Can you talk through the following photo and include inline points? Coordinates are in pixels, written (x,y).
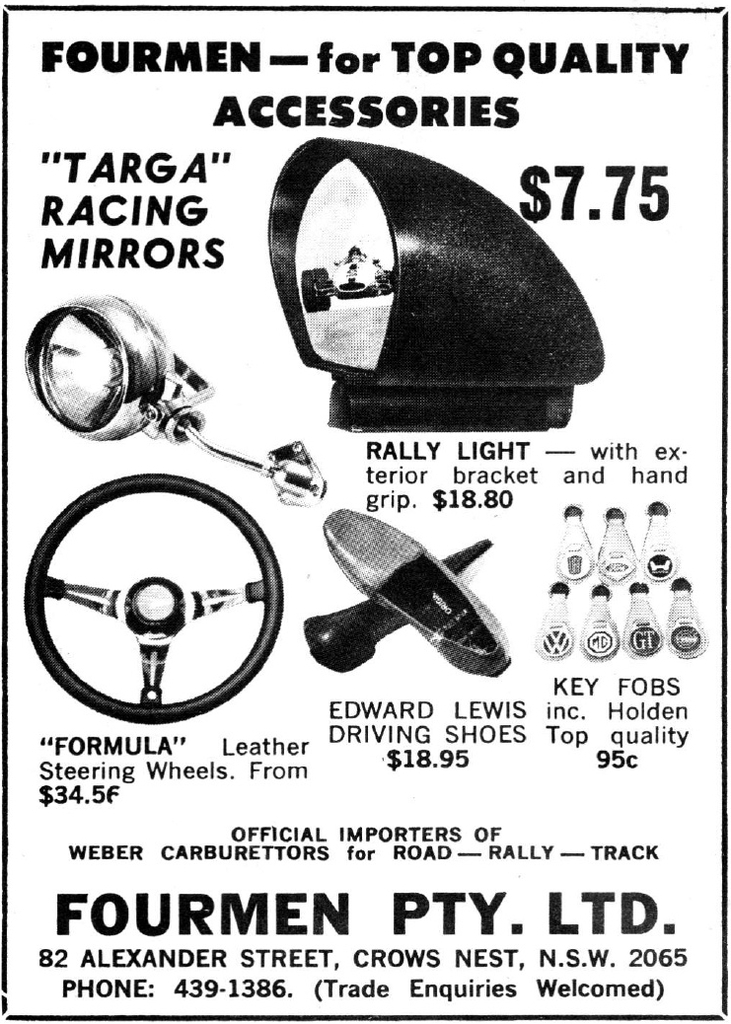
This is a poster (453,881). In this poster (382,578) we can see there are images of key fobs (647,571), a mirror (497,300), a shoe (386,616), a wheel (227,514) and an object (110,352) and there are texts (683,453). And the background of this image (540,767) is white in color.
